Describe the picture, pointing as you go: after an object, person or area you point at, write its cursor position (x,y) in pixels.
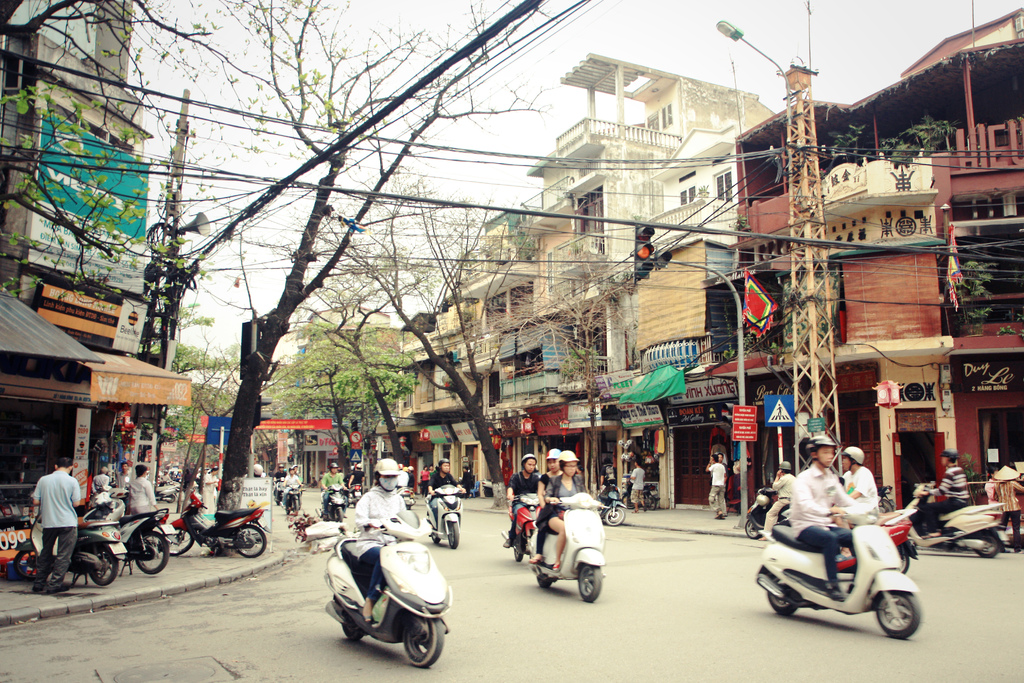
In this picture we can see a group of people (798,505) riding bikes (411,515) on road (681,565) and some are walking on footpath (662,521) and some are standing and in background (425,392) we can see houses (624,257), trees (379,358), sky (404,212), pole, light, traffic signal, banner (88,160).
